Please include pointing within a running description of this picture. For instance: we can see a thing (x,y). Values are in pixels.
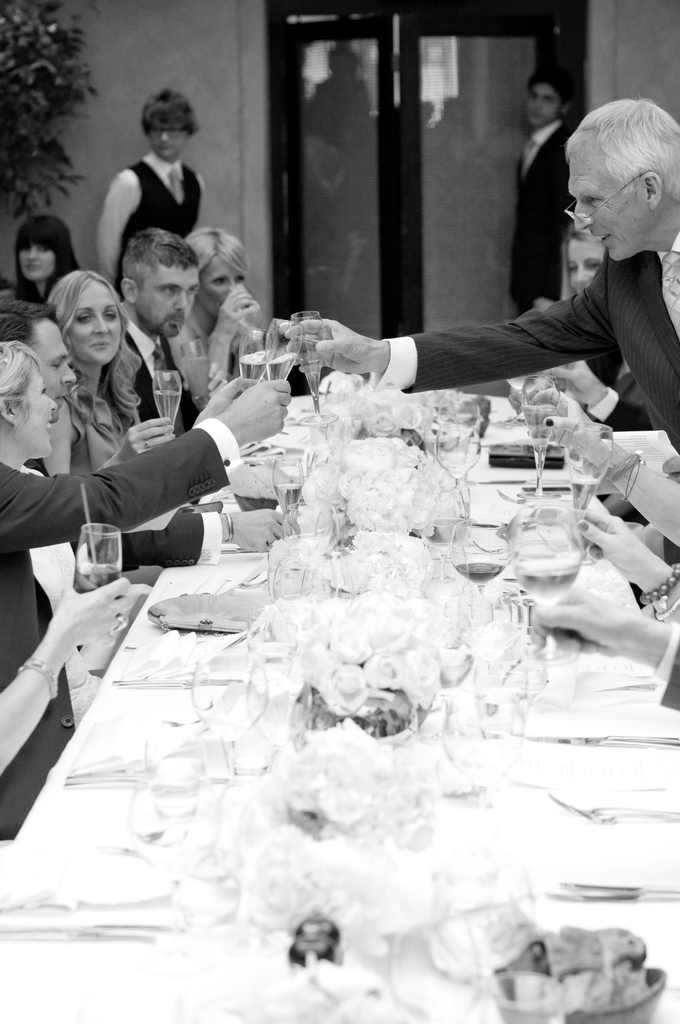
In this image I can see number of people (9,698) where few of them are standing and rest all are sitting. I can also see a plant (38,171) and on this table (25,965) I can see number of glasses (448,515) and few spoons (599,746).
